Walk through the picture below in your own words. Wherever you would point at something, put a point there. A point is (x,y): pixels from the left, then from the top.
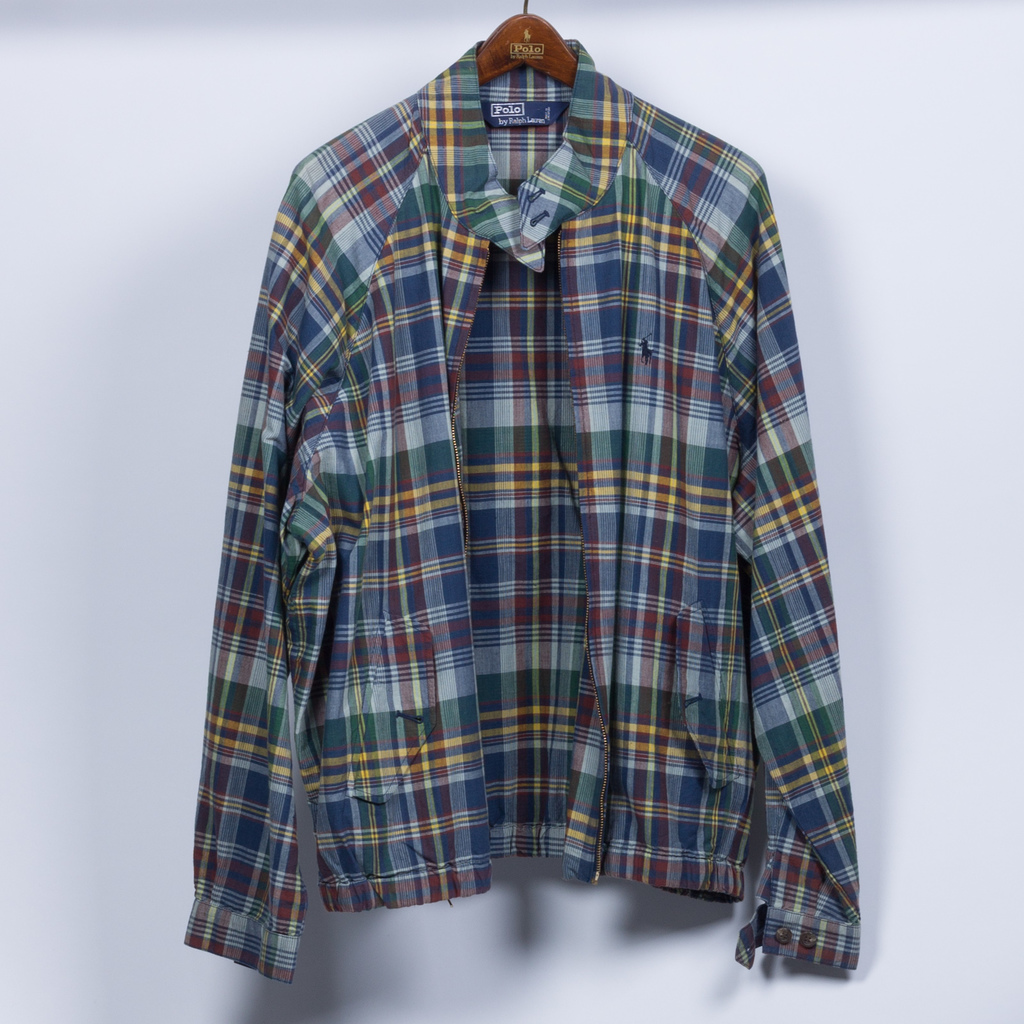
There is a shirt (541,79) hanged on a hanger (535,48). In the background (173,348) it is white.
